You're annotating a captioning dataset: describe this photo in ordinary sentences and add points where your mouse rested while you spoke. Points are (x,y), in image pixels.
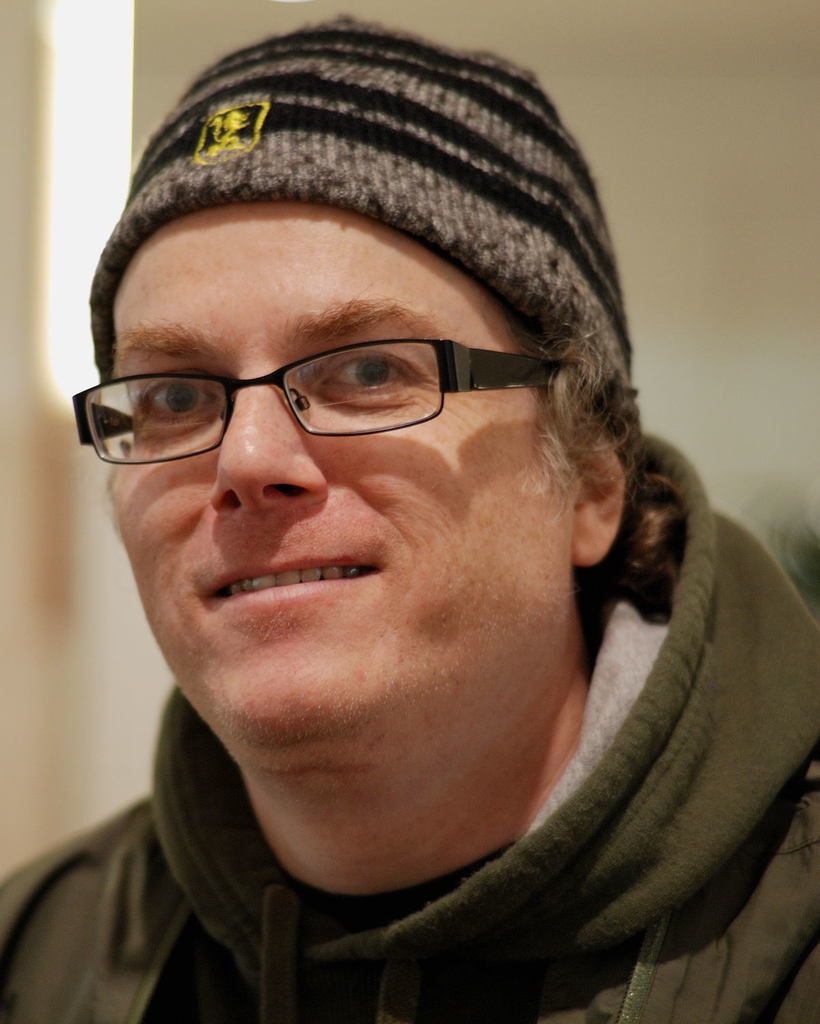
In this picture there is a man (244,825) with green jacket (493,911). At the back (733,170) it looks like a wall (704,277).
